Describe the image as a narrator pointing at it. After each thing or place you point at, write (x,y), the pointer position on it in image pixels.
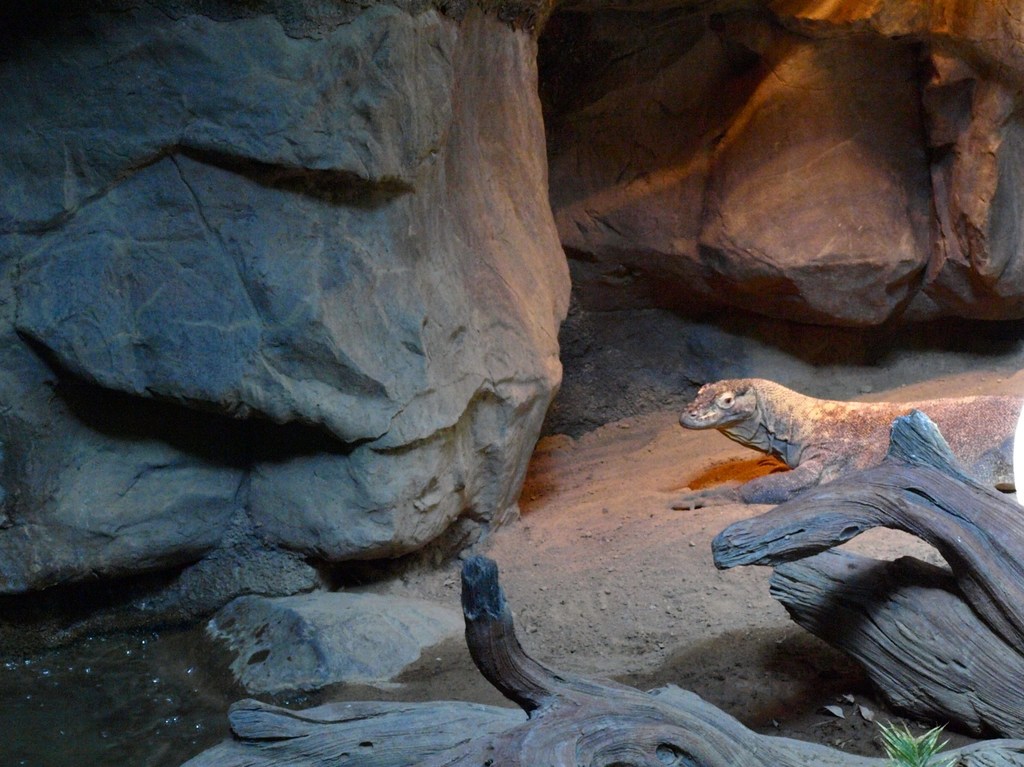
In the image we can see an animal (789,423), sand (735,509), wood (950,587), big stones (529,305), water (86,677) and leaves (891,737).
